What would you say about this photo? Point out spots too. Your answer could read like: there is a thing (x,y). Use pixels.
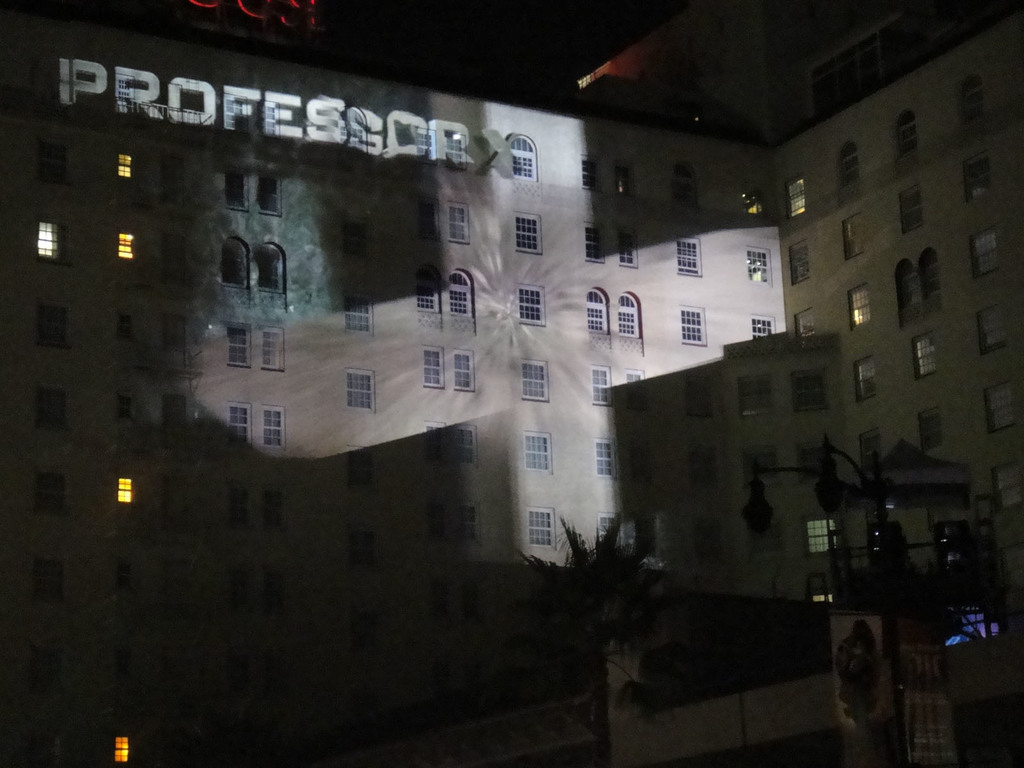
In this picture I can see buildings (672,287) and I can see tree (605,613) and couple of lights (821,494) to the pole (901,536) and text (365,122) on the wall (291,121) of the building (423,96).
